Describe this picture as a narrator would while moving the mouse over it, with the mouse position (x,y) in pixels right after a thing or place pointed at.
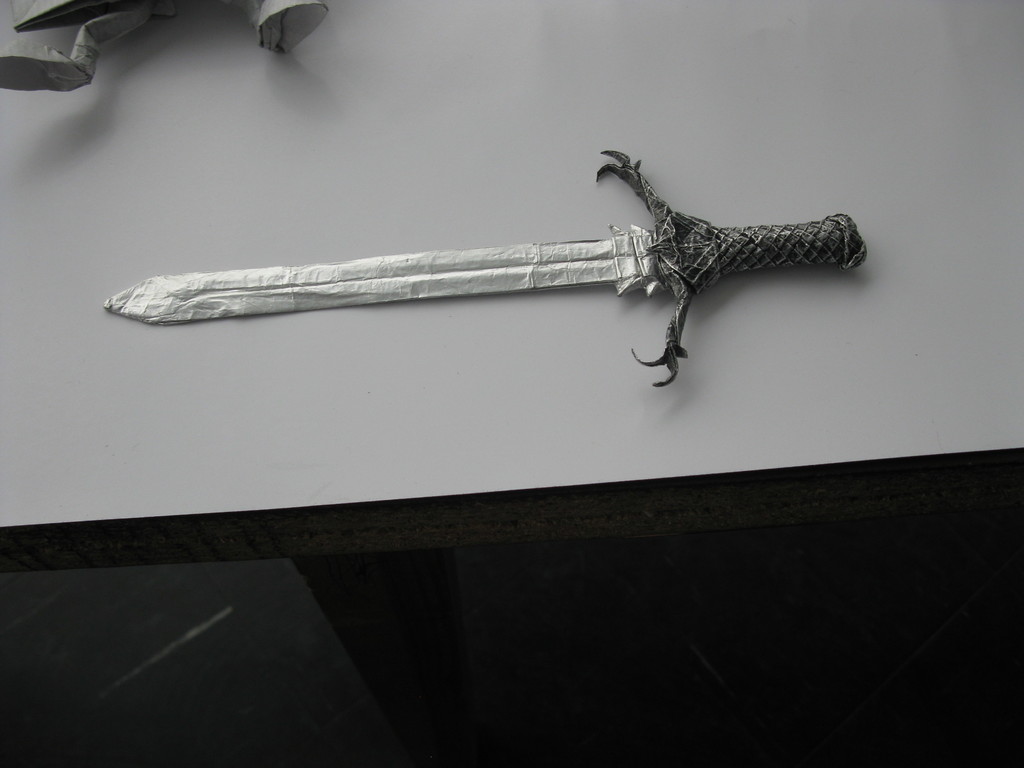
This looks like a black and white image. I can see a sword (707,260), which is made of paper (457,281) is placed on the table (370,428). At the top of the image (131,12), I can see another paper craft (104,35).
